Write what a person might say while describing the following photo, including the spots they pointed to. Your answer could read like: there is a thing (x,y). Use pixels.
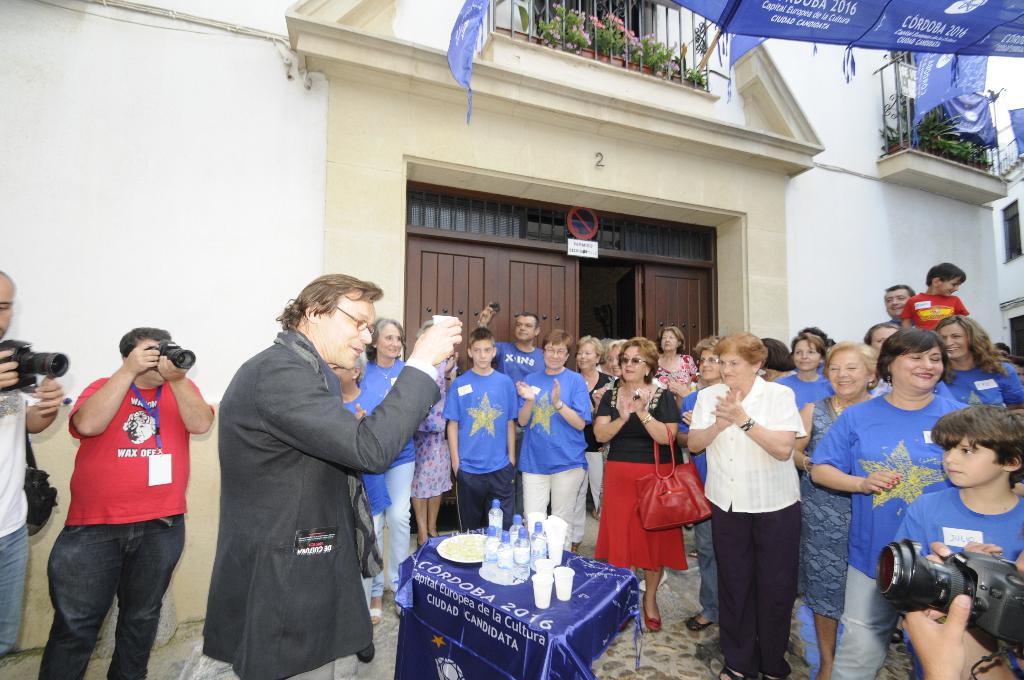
In the image there are group of people (679,419) looking at the man (318,528) in the middle (356,445) who wearing a suit (291,453) and in front of him there is a table (505,616) on which there are water bottles (511,569) and cups (563,597).
